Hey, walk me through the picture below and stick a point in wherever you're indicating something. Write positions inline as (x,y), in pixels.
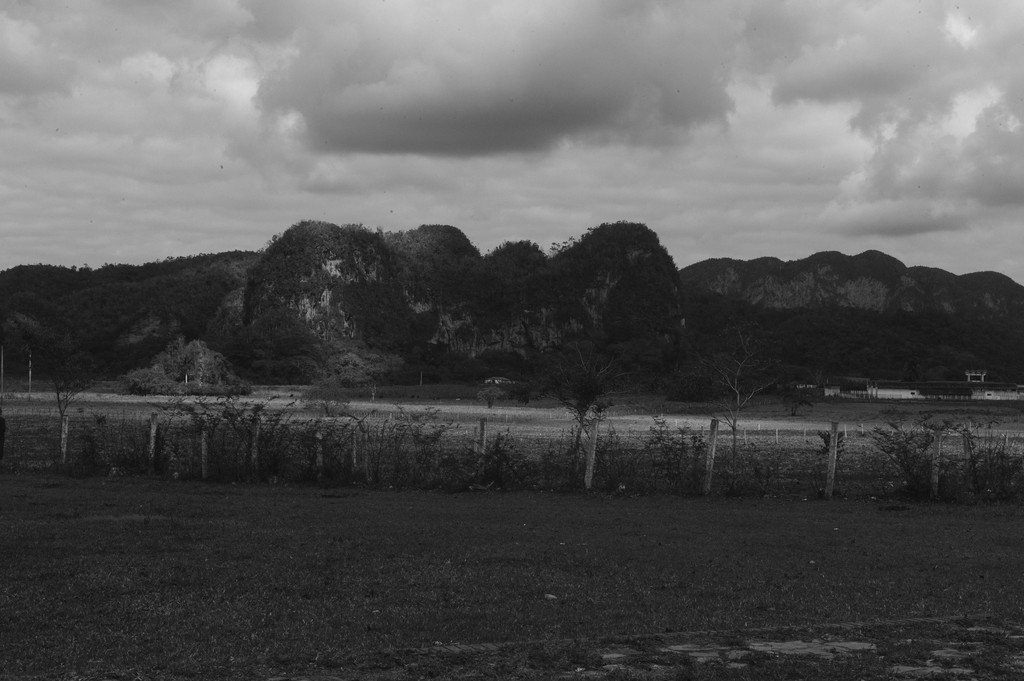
This is a black and white image. At the bottom of the image (901,542) we can see fencing (40,441), grass (385,641). In the center of the image (519,375) we can see trees (360,359) and hills (572,345). In the background (554,224) we can see sky (436,181) and clouds (345,78).
